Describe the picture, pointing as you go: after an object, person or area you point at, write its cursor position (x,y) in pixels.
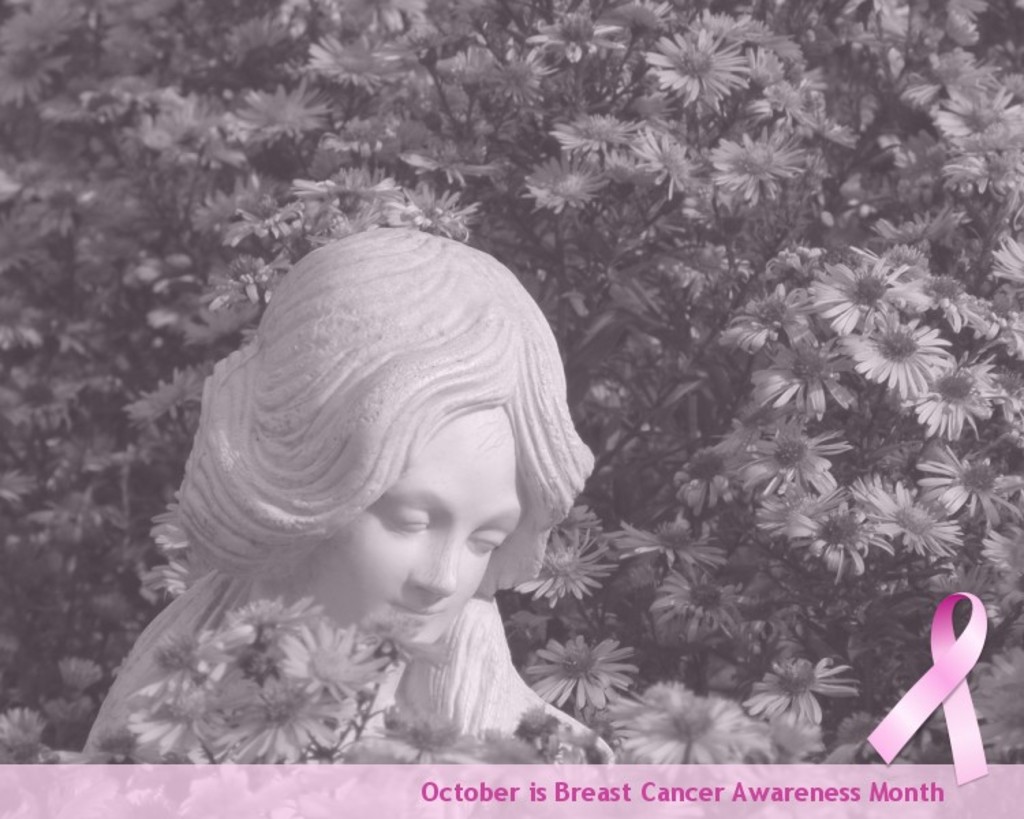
This is a black and white image. In the center of the image (403,356) there is a statue (458,329). In the background of the image (716,252) there are flowers (449,189).
